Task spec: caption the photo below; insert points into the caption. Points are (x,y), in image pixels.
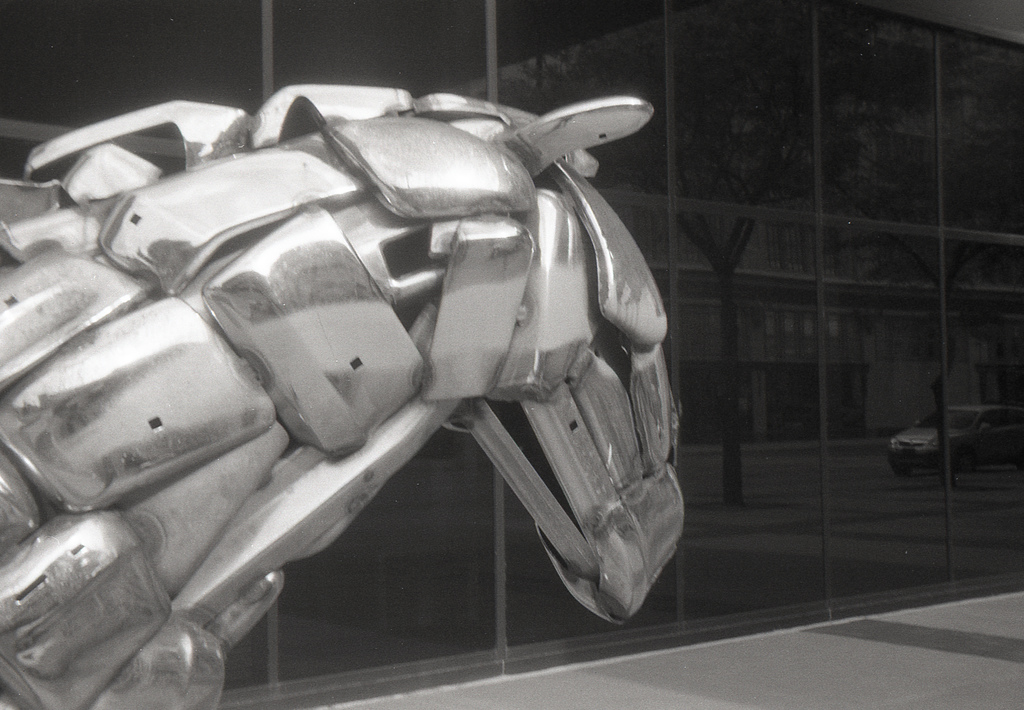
In this image we can see a metallic object (555,521), there we can see a glass wall (770,310), on the glass wall (794,388) we see the reflections (765,431) of the vehicle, tree (729,310) and buildings (812,349).
